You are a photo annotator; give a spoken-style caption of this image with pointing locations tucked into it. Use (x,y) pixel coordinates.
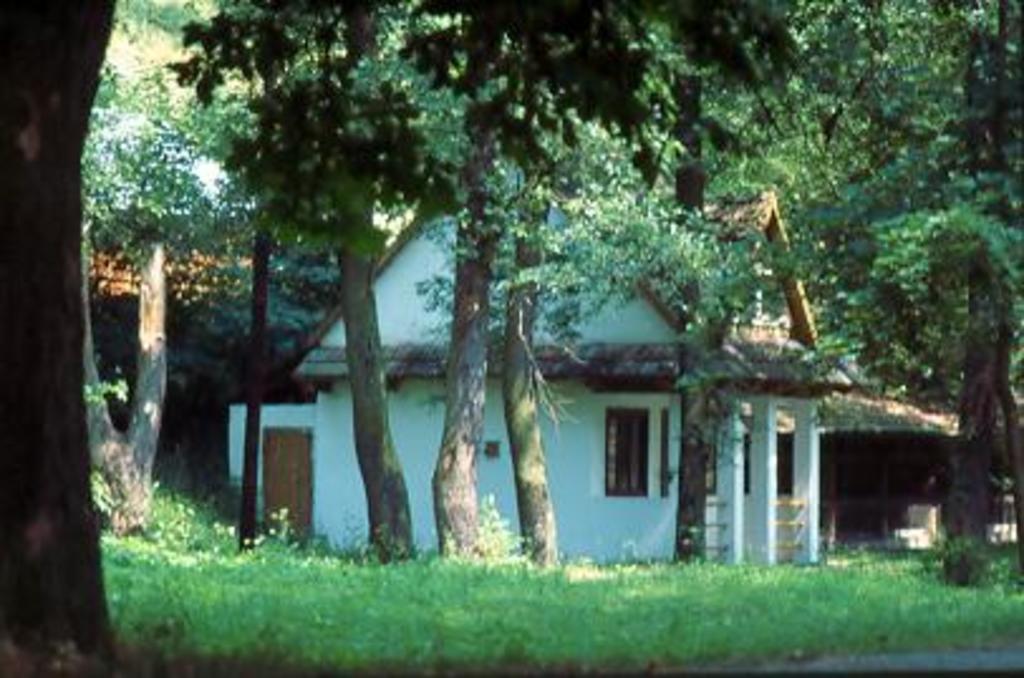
In this image, this looks like a house (646,423) with the windows (662,423) and pillars (771,515). These are the trees (531,126) with the branches (598,127) and leaves (115,196). I think this is the grass (554,614), which is green in color.
